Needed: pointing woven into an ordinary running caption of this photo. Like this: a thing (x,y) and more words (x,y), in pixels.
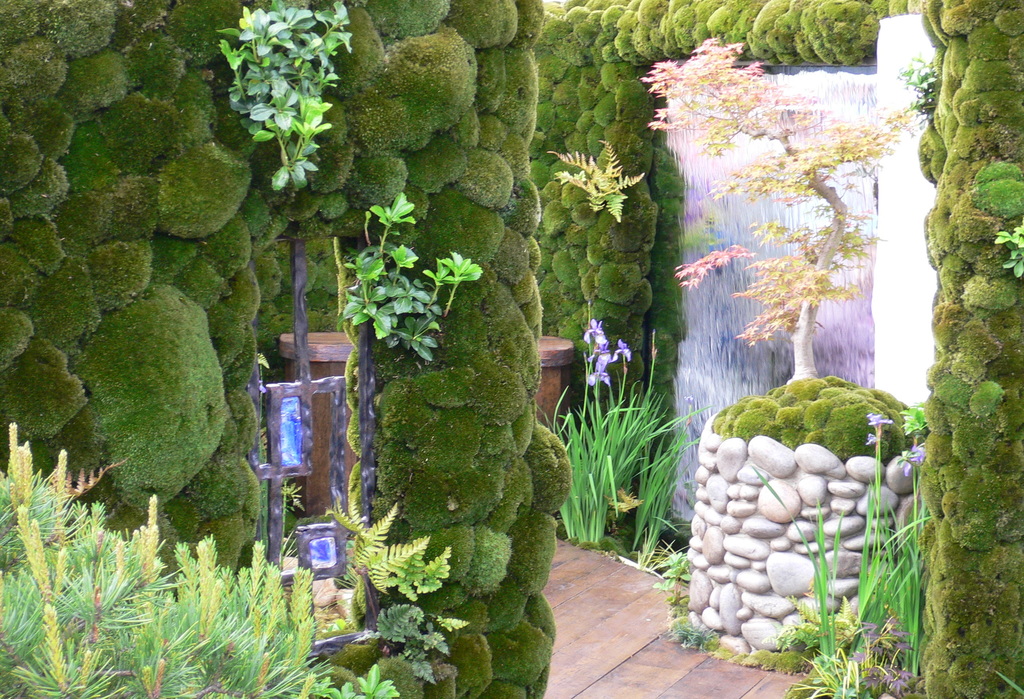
In this image, I can see the mosses (528,417), plants (204,595) and trees (798,338). On the right side of the image (825,470), I can see the rocks (840,576). In the background (337,345), there is a wooden object (561,347). On the left side of the image (325,548), It looks like a window (312,543). At the bottom of the image (587,602), I can see a wooden surface (646,629).
